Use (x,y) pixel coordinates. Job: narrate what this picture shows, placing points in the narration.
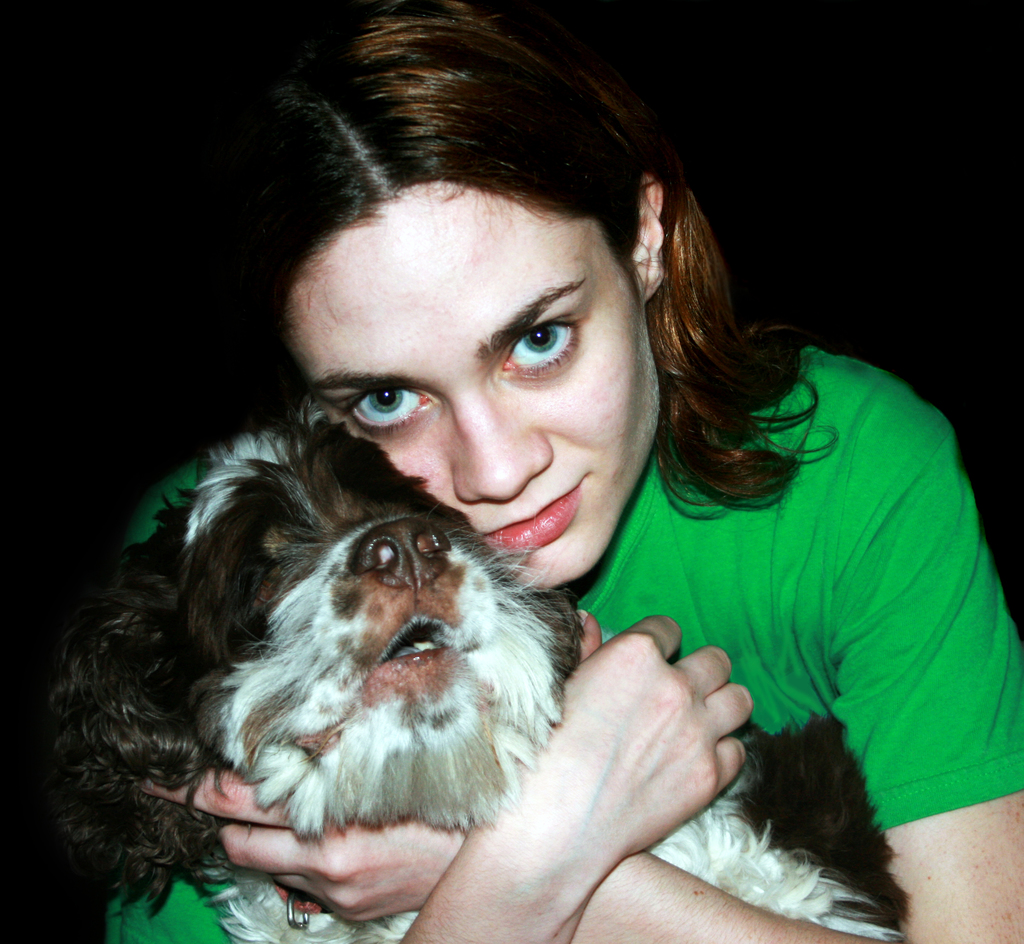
In the center of the image (504,507) we can see a lady (608,631) is holding a dog (492,718). In the background (44,264), the image is dark.
